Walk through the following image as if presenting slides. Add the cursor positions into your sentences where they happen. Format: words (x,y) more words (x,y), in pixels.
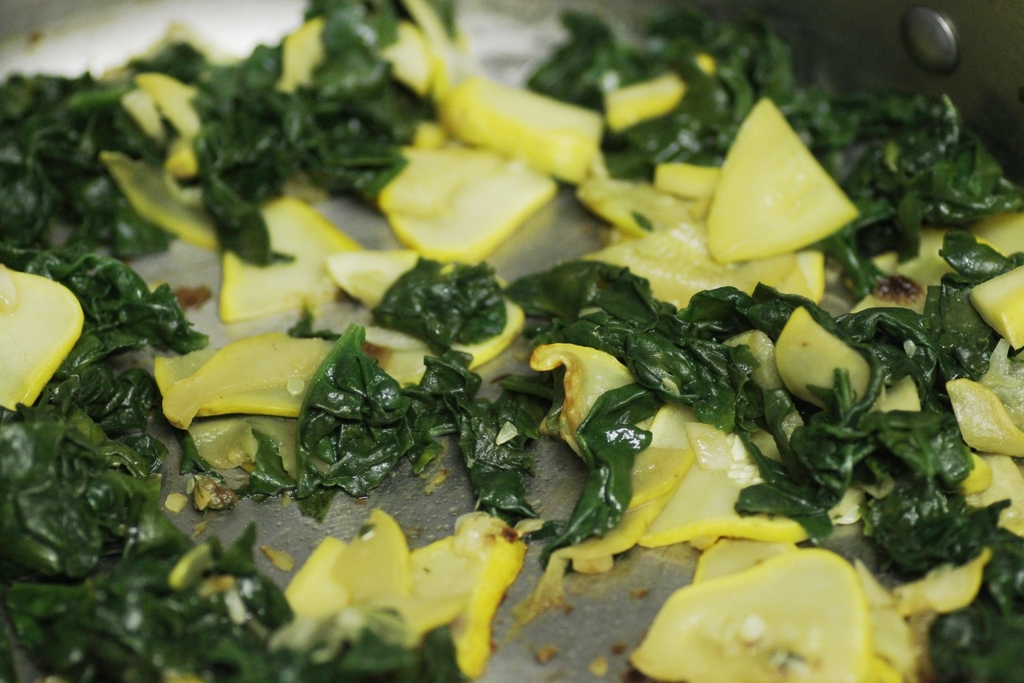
In this image I can see the food (227,568) and the food (411,560) is in yellow and green color.
